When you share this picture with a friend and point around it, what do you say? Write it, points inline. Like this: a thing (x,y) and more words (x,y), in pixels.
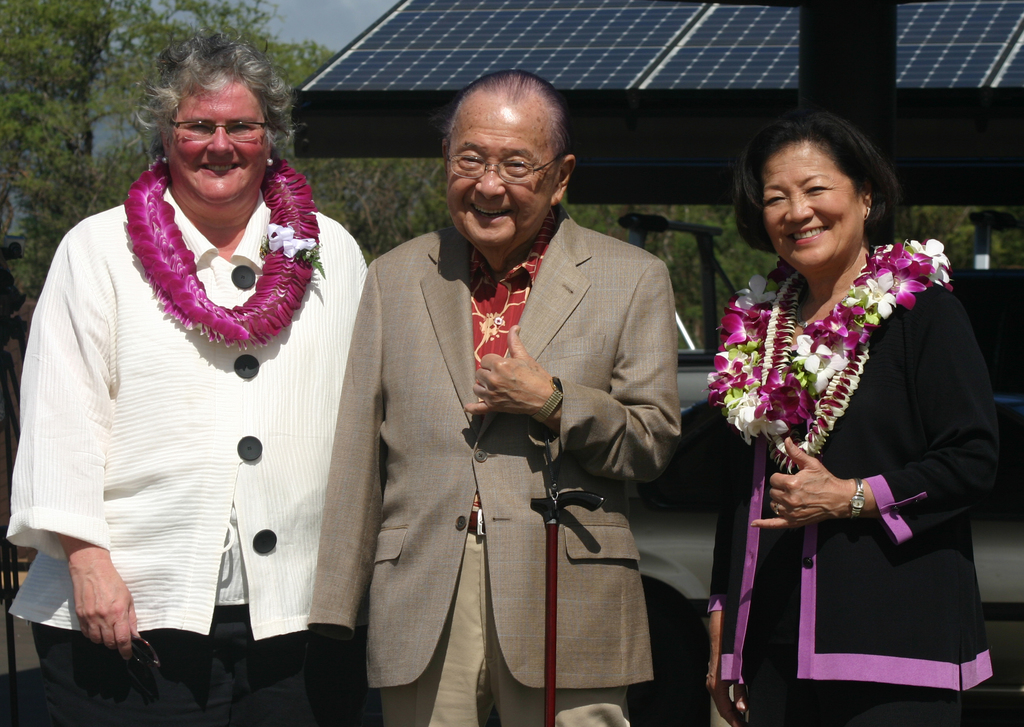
In the picture I can see a woman (899,481) wearing a black dress (833,554) and flower garland (847,405) is on the right side of the image (736,540) and a woman (191,451) wearing a white dress (102,469) and flower garland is standing on the left side of the image (133,363) and here we can see a person (493,395) wearing a blazer (490,588) and spectacles (498,177) is standing in the center of the image (454,340). In the background (118,135), we can see trees (134,33), solar panels (503,67) and the sky (311,29).
